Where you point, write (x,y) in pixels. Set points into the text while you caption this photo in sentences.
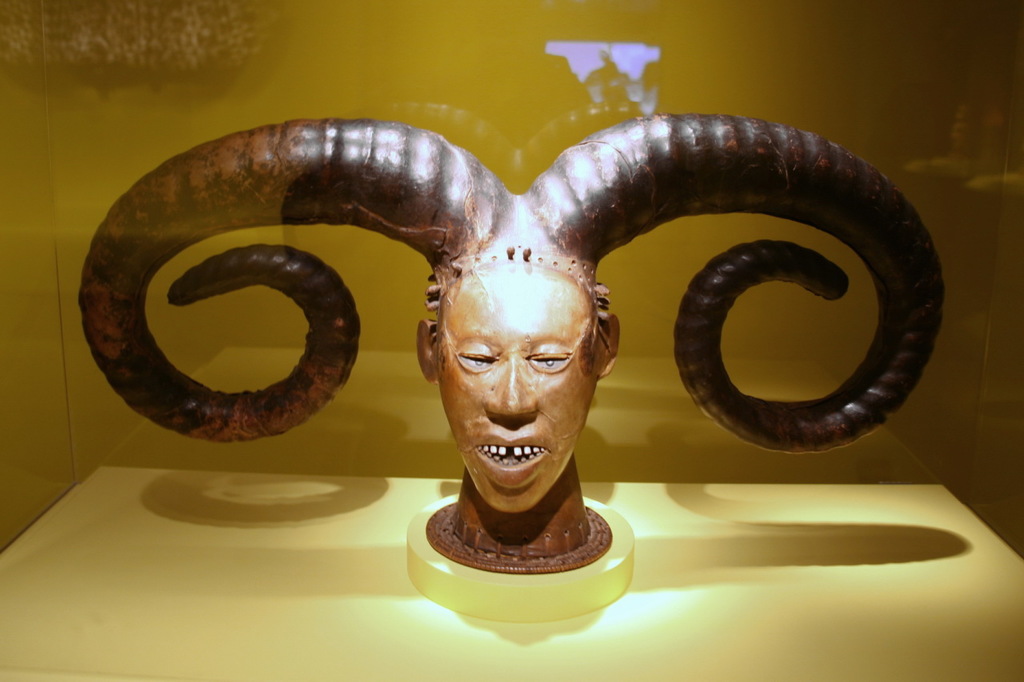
In this picture there is a sculpture (581,366) of a person head (547,514) with two horns (351,139) behind the glass (453,87).
